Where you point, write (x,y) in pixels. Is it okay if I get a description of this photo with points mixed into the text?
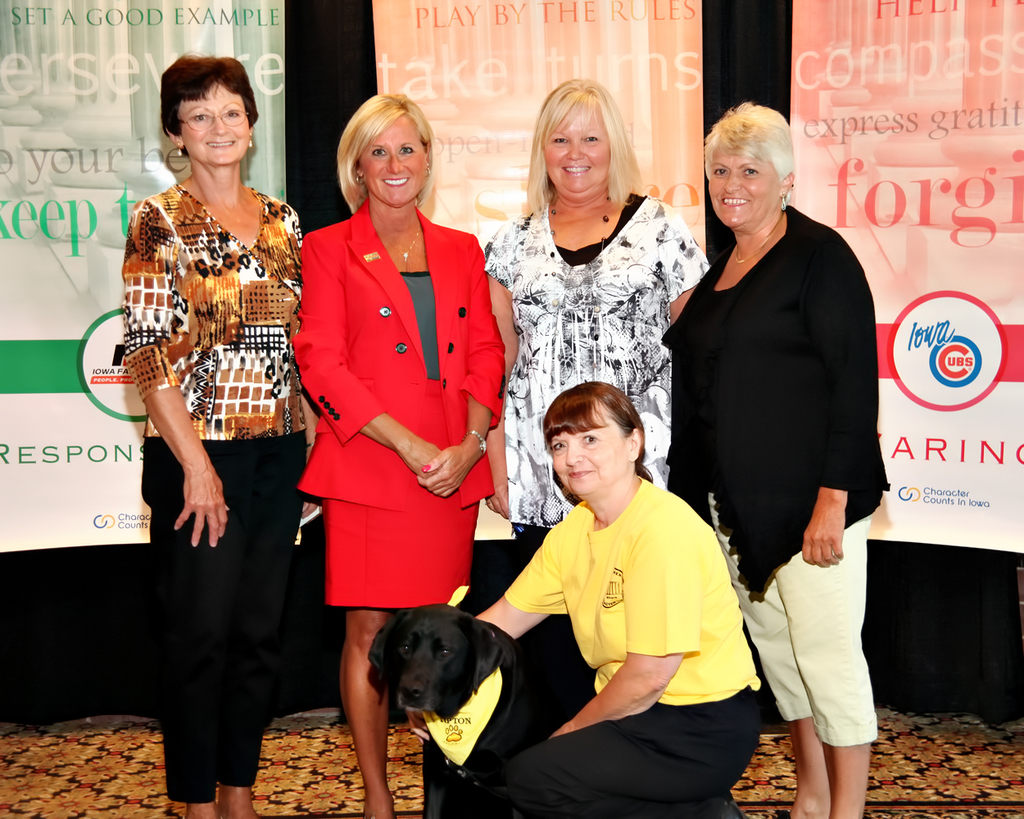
In this image, There are some people (837,396) standing in the middle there is a woman (669,669) sitting and wearing a yellow t shirt (636,580), There is a dog (438,640) which is in black color, In the background (985,372) there are some posters (458,40) and there is a wall (711,75) of black color.
